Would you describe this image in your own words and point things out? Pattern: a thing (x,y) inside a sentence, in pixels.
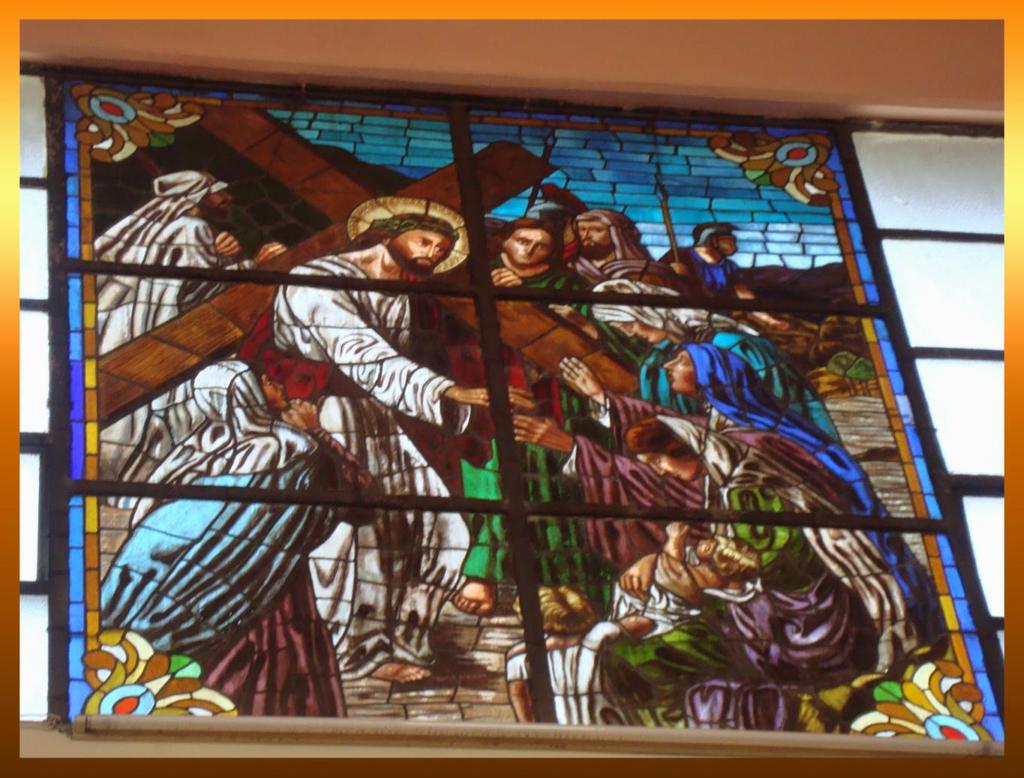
In this image I can see a stained glass (504,228) to the wall (713,66).
